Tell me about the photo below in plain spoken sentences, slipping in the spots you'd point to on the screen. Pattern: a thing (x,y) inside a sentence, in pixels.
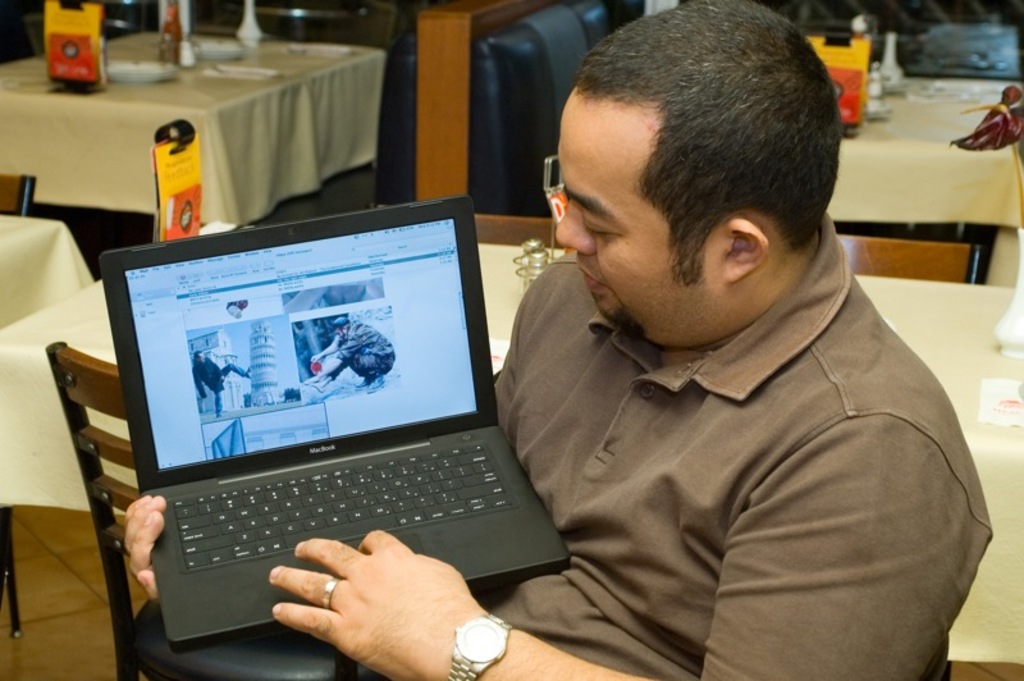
Here in this picture we can see a person (637,518) sitting on a chair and he is holding a laptop (436,492) in his hands (269,577) and behind him we can see chairs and tables (223,210) present all over there and we can see glasses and some plates (147,75) present on the table (224,112) here and there.
